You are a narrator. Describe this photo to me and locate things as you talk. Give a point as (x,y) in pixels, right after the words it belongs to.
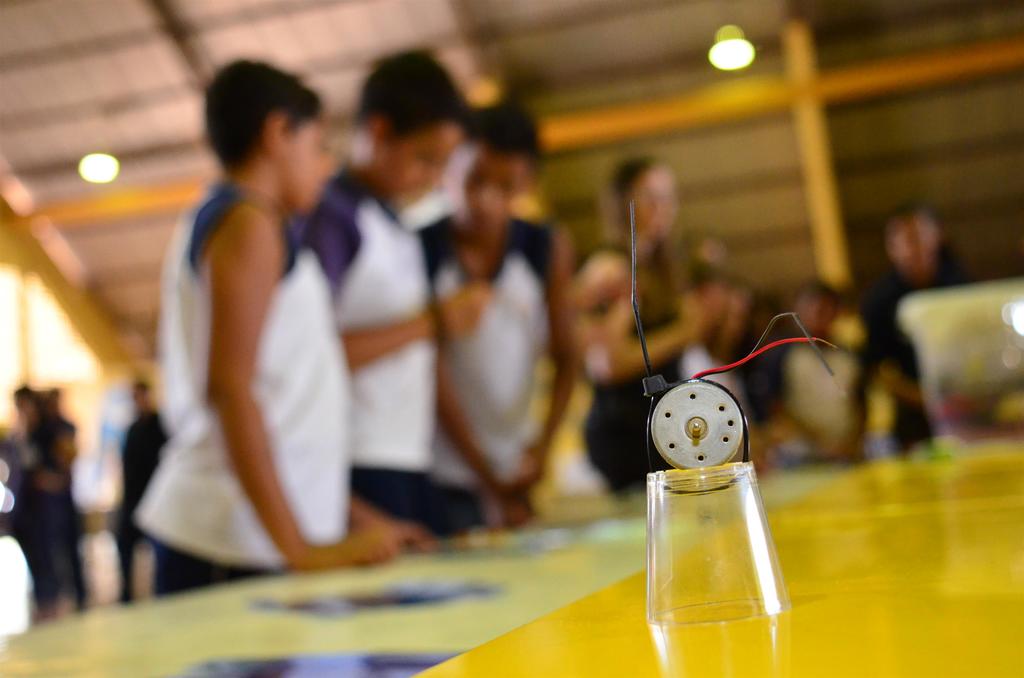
There is a table (852,577). On that there is a glass (674,518) with wires (726,365) and some other items (696,426). In the background (390,283) there are many people (462,313) and it is blurred. On the ceiling (194,129) there are lights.
